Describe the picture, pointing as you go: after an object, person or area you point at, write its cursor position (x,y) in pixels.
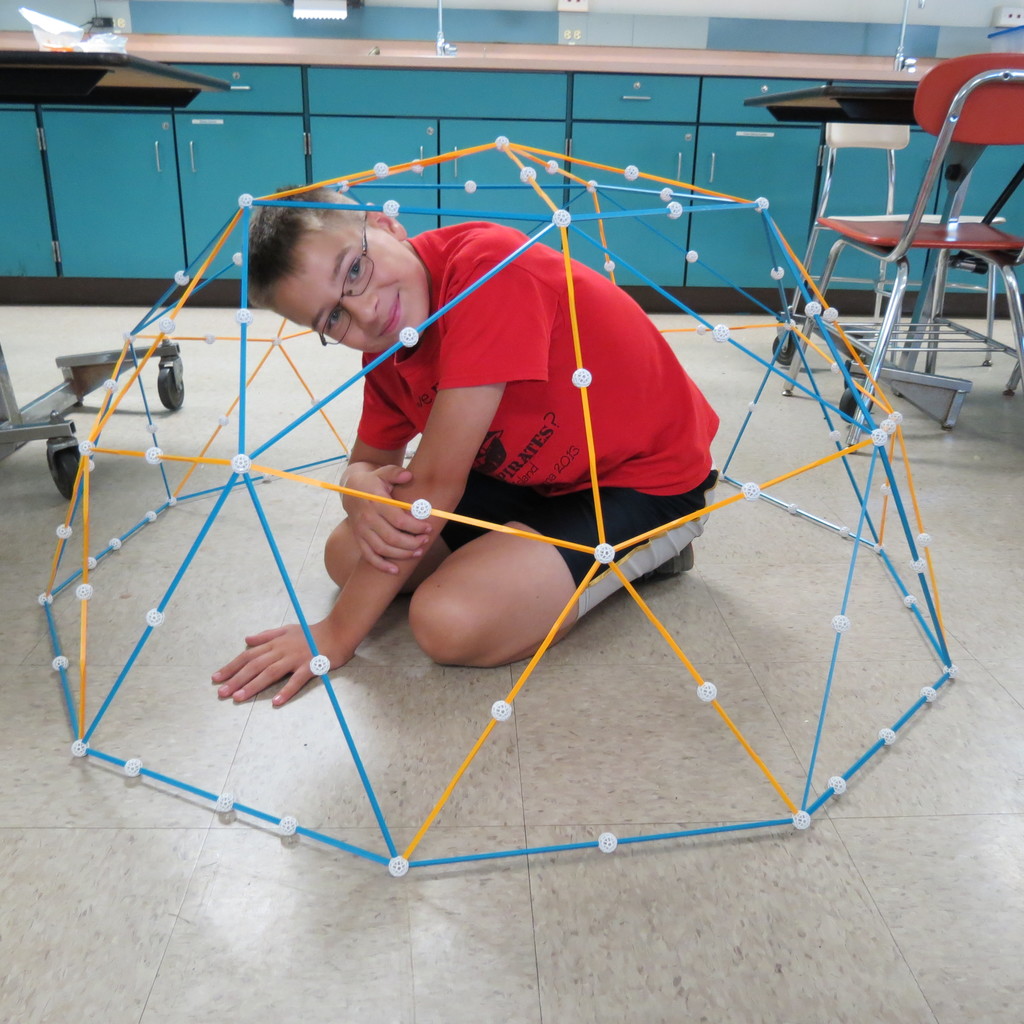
In this image, we can see a person (464,362) wearing T-shirt (595,422) and shorts (522,515) is sitting inside an object (152,615). We can also see the floor (561,945). We can also see a chair (965,349) and some tables (856,92). We can also see the cupboards (36,208).
